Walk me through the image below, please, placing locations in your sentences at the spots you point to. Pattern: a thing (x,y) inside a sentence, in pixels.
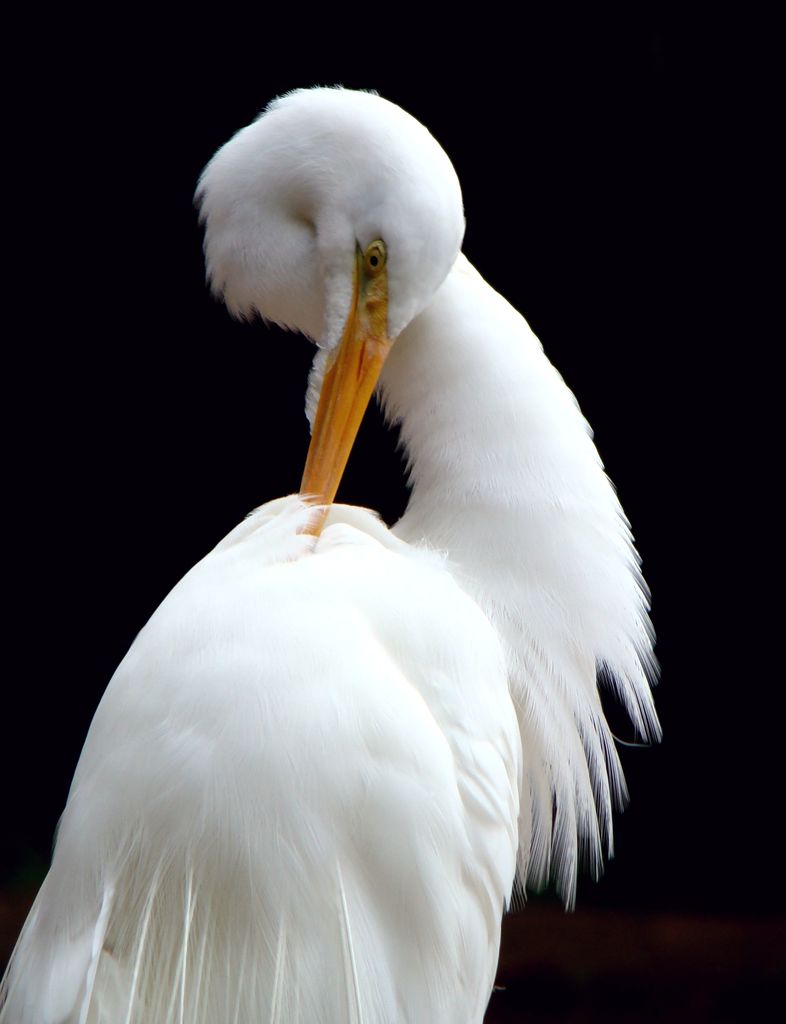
In this image we can see a bird (354,323) with long beak (342,399).
